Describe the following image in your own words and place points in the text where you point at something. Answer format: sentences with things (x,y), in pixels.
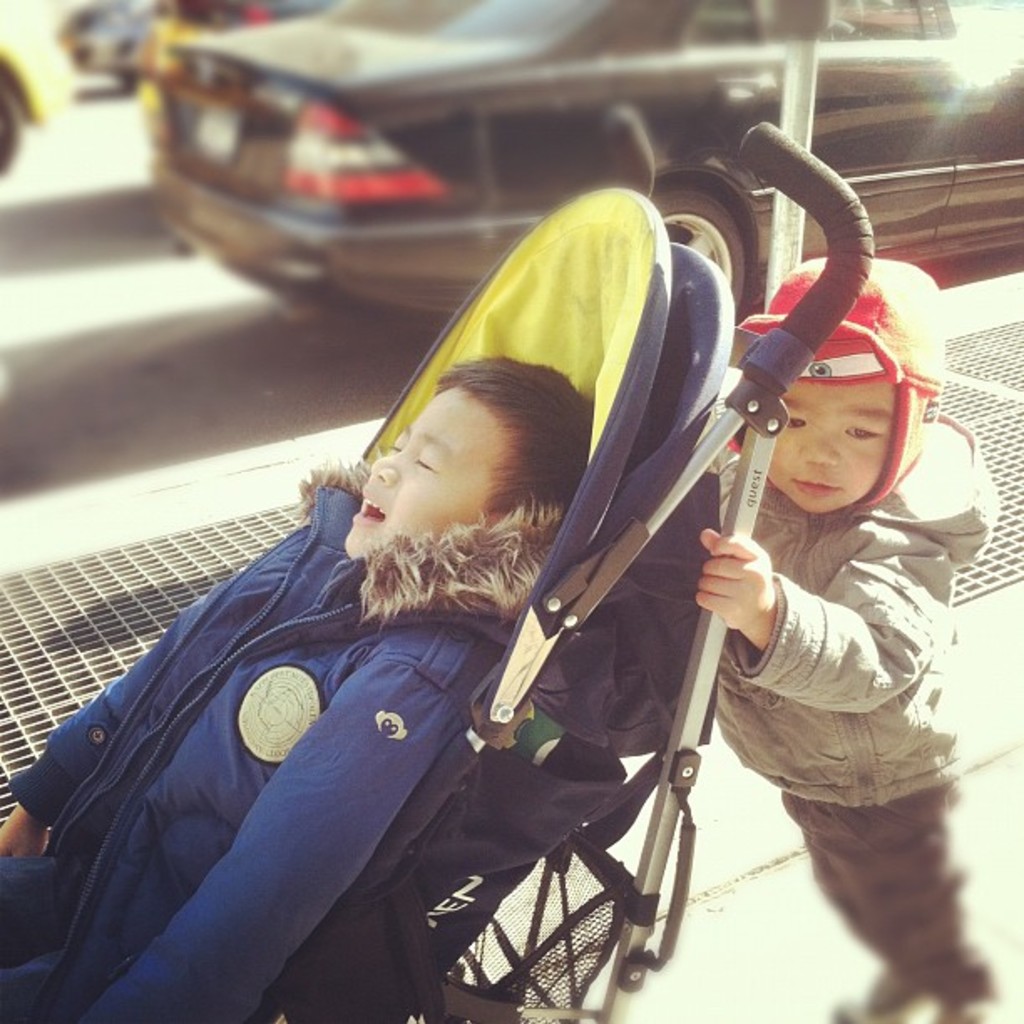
In the image there is a kid (413,524) lying on a baby carrier (506,650) and another kid (812,549) is holding the rod (743,475) of baby carrier (750,458), in the background (247,372) there is road (44,365) and on the road (35,375) there are vehicles (344,221).
